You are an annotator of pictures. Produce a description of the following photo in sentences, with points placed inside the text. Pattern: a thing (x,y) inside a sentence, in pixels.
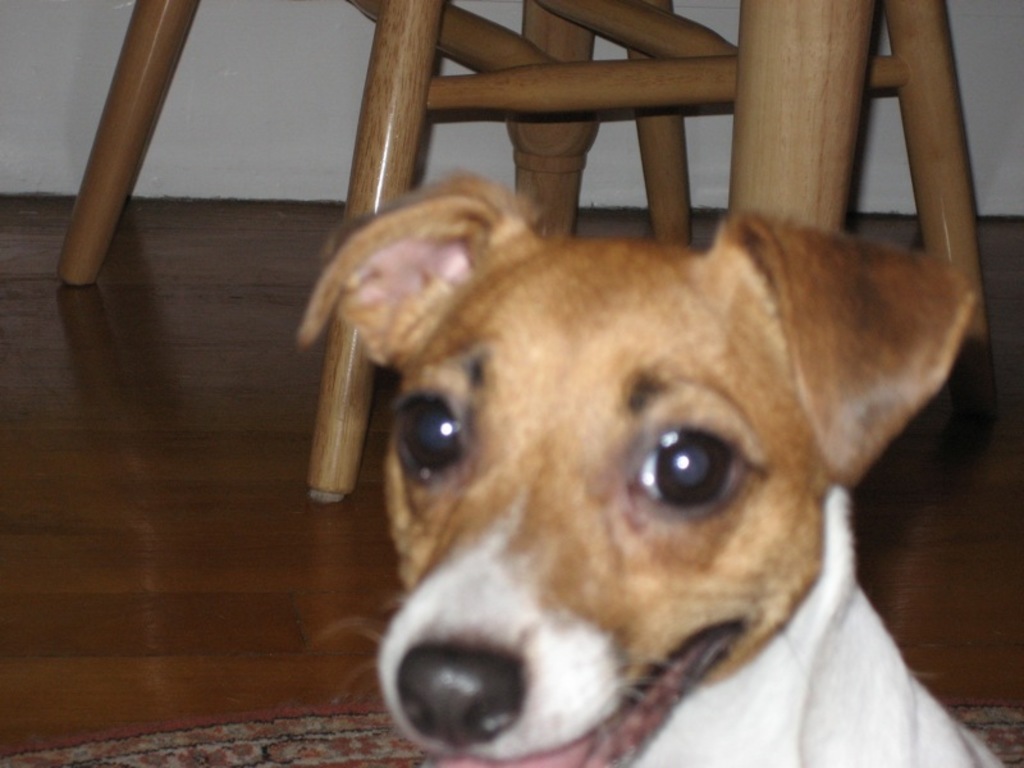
Here I can see a dog (636,626). In the background (838,154) there is a chair (509,80) on the floor (166,462). At the top of the image (240,88) there is a wall (254,101).
